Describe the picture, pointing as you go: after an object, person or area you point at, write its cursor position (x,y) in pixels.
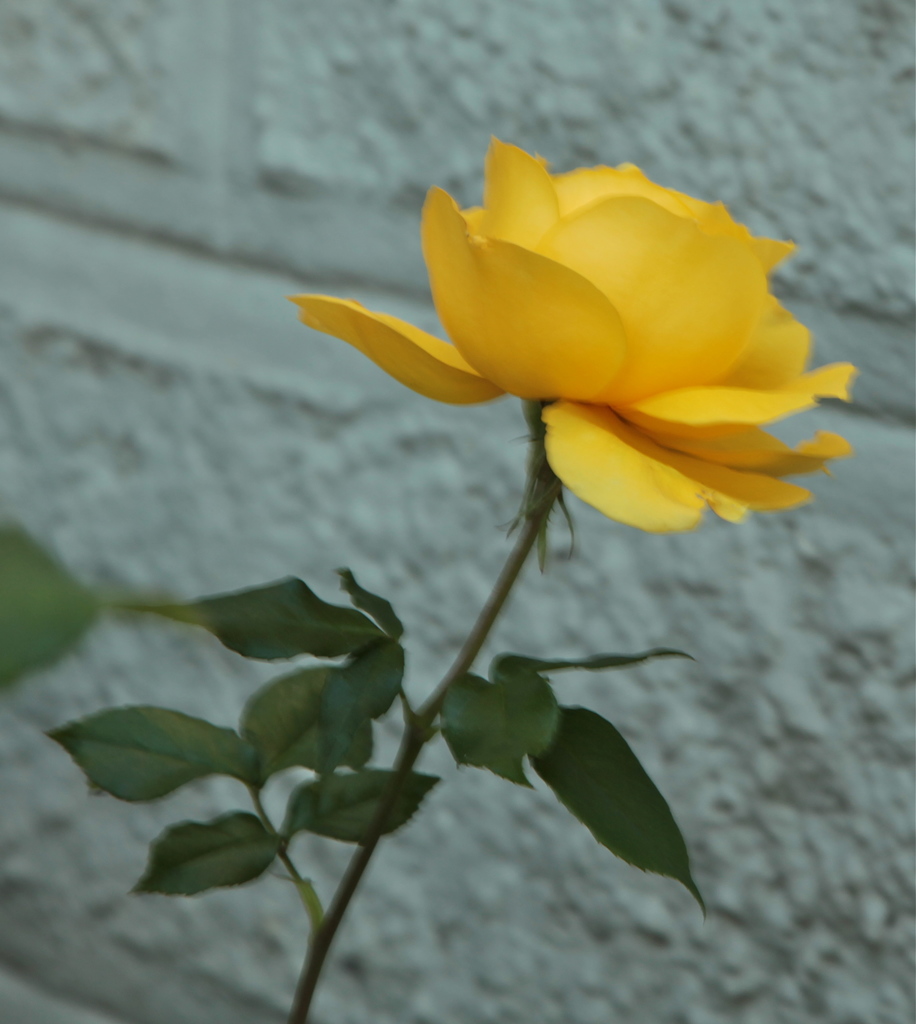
In this image I can see a flower (603,408) which is yellow in color and few leaves (457,739) of the tree (297,747) which are green in color. In the background (297,516) I can see the wall (225,426) which is white in color.
